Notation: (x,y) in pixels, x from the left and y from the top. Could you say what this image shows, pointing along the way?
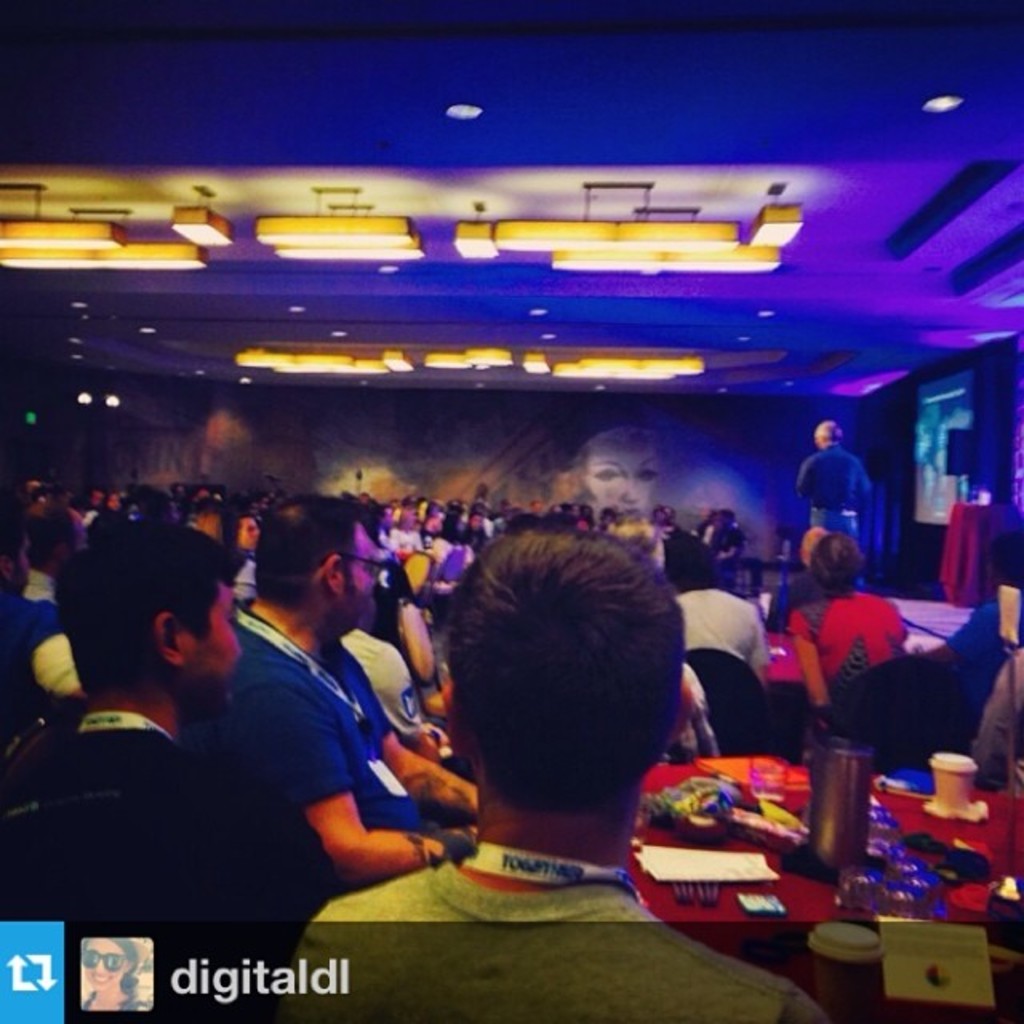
In this image, we can see some people (143,711) sitting on the chairs (752,678), we can see a man (856,528) standing, at the top (99,234) we can see some lights (316,234).
